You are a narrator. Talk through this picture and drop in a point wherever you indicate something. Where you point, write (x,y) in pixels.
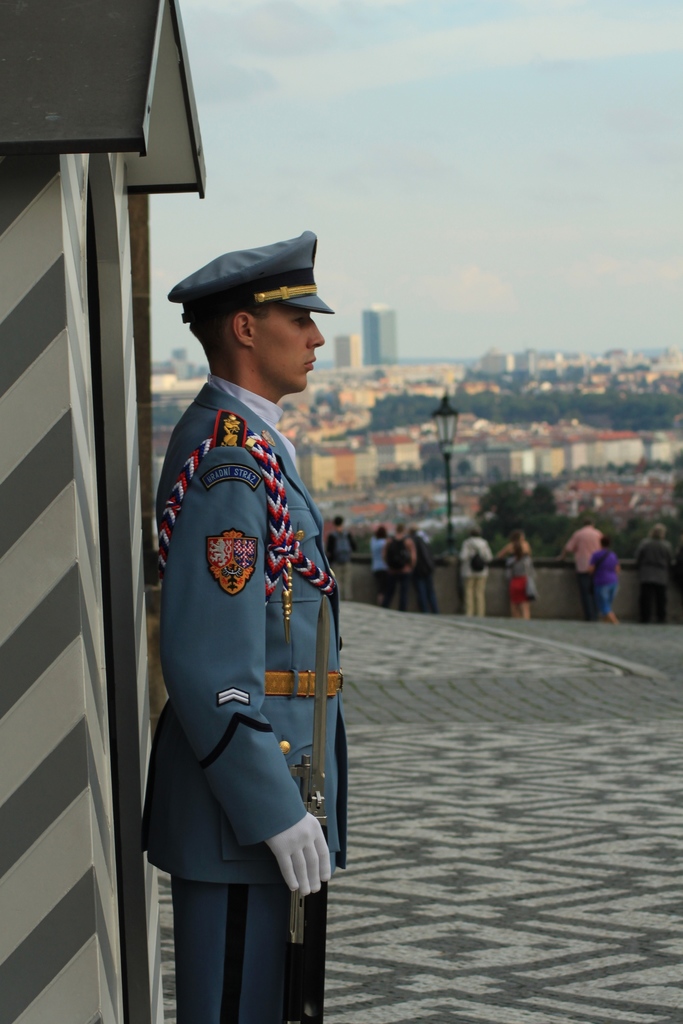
In this picture we can see the security man (255,720) wearing a grey dress (254,674) and standing. Behind we can see some people (515,552) standing near the wall (503,560). In the background (422,428) there are some buildings (387,435) and houses (387,435). Above there is a sky (469,185).
